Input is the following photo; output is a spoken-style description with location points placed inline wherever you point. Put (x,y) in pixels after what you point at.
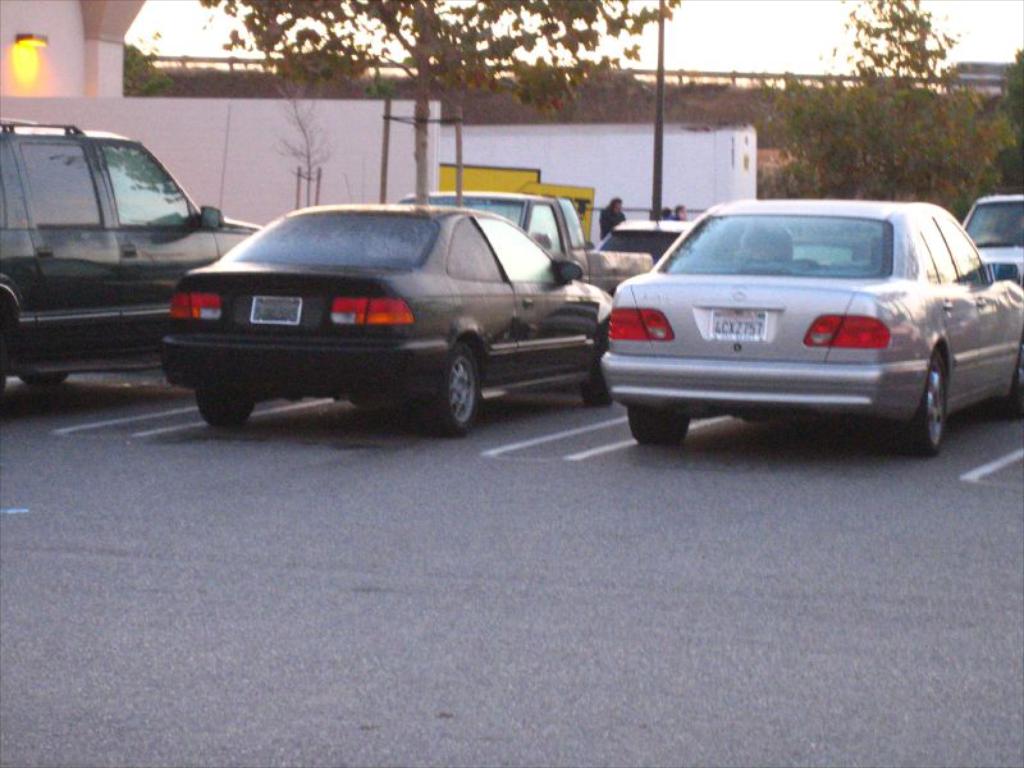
In this image we can see a group of cars (845,292) on the road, here is the pole (656,158), here are the trees (920,166), here is the wall (278,128), here is the light (30,51), at above here is the sky (743,47).
